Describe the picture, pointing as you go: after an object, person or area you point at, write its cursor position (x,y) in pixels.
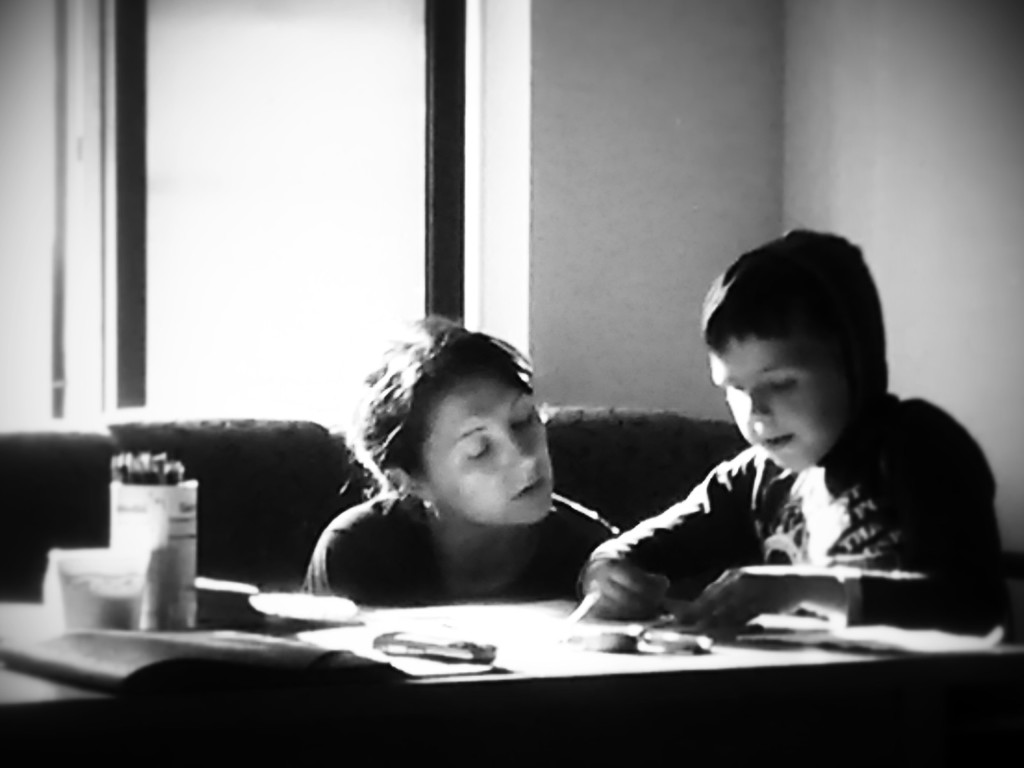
In the picture we can see a boy (944,455) and a woman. The boy (934,465) is sitting on a chair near the table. On the table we can find a pen stand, papers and some things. In the background (998,423) we can find a chair (14,581), wall (968,418) and a window (324,400).
